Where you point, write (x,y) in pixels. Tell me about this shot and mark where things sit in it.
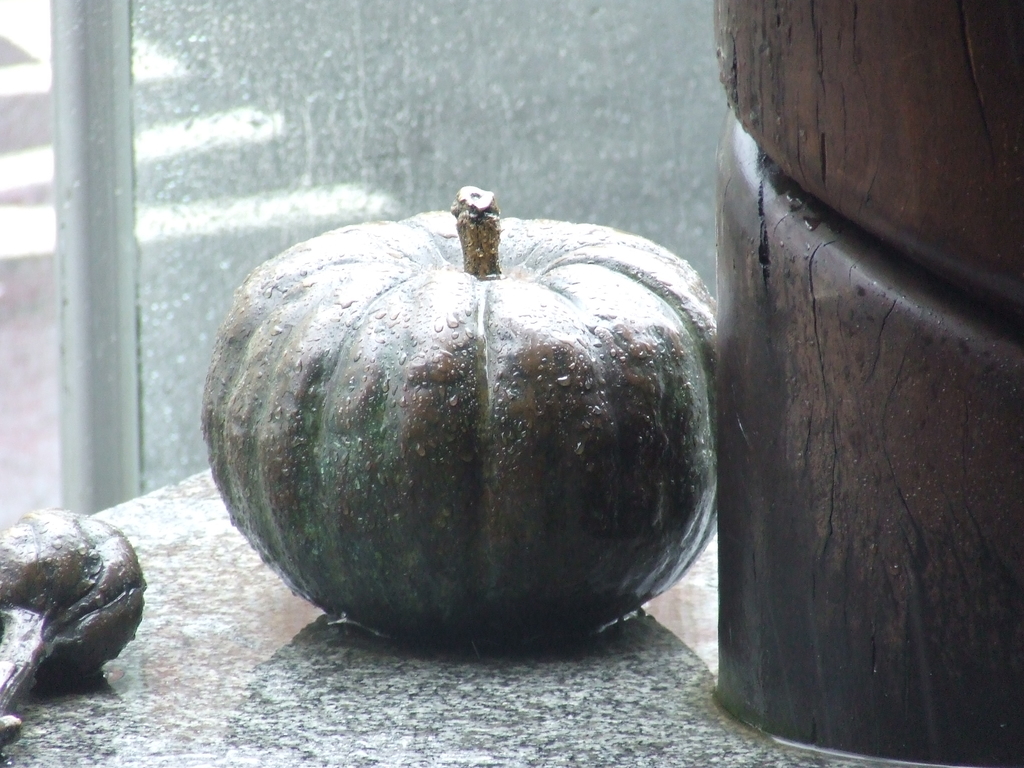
In the middle (630,361) it is a pumpkin (521,362), at the back side (430,178) it is a glass wall (361,121).
